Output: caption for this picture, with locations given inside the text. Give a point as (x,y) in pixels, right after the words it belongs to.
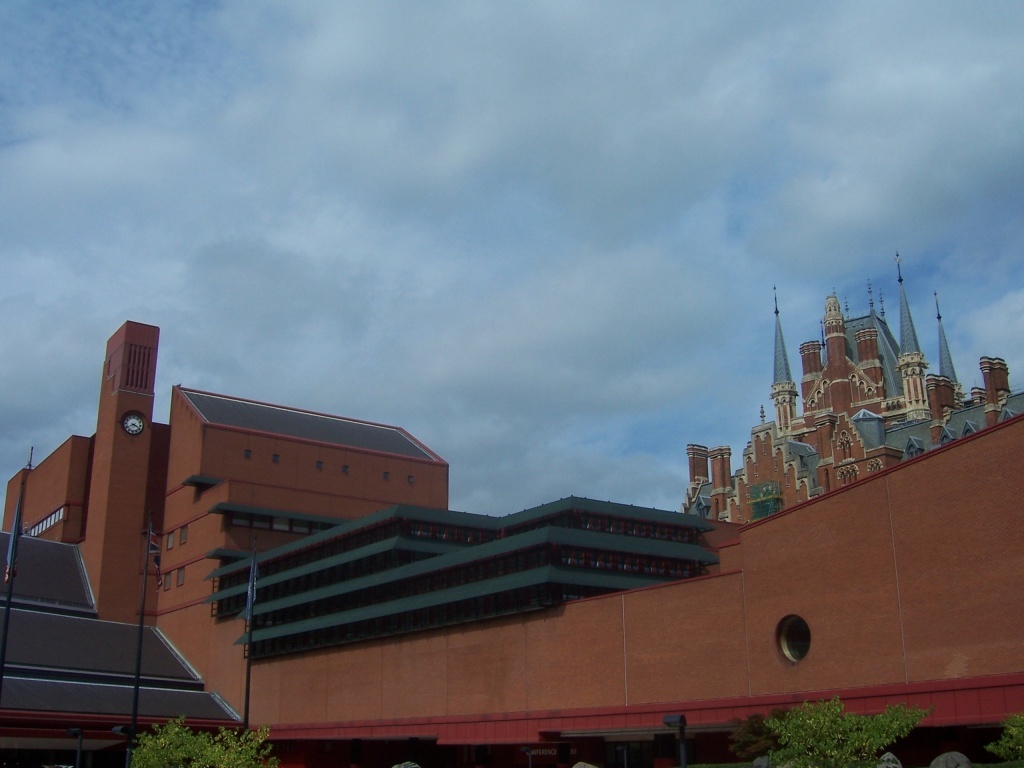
In this image we can see few buildings (46,613), poles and a wall (264,694). At the bottom (257,733) we can see few trees (257,733). At the top (461,126) we can see the sky (414,151). On the left side of the image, we can see a clock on the building (327,647).
